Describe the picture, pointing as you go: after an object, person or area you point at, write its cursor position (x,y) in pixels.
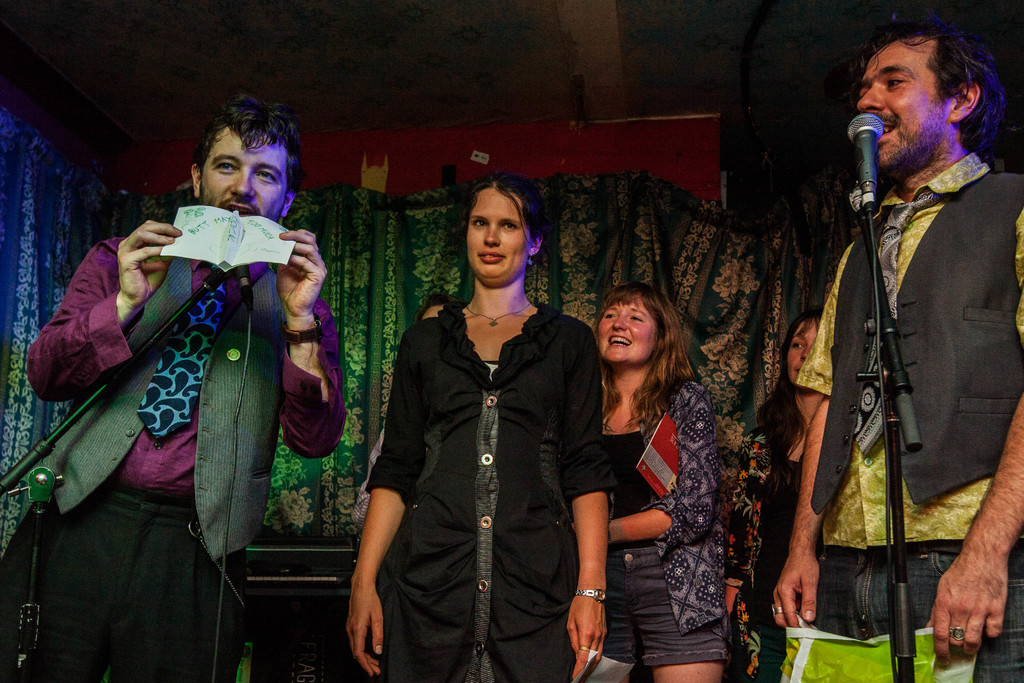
Man (73,277) on the left corner of the picture (145,295) is wearing a purple shirt (328,413) and he is holding a paper (263,253) in his hand (120,282). In front of him, we see the microphone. Beside him, woman (425,345) in black dress (416,464) is standing in the middle of the picture (415,351). Man (883,620) on the right corner of the picture (957,262) who is wearing a yellow t-shirt (858,491) and black coat (860,340) is holding the green color plastic cover (815,671) in his hand (934,621) and he is talking on the microphone (871,156). Behind him, there are three women (660,414) standing and smiling. Behind them, we see a curtain (674,227) in blue and white color and behind that, we see a red color wall (575,132).
